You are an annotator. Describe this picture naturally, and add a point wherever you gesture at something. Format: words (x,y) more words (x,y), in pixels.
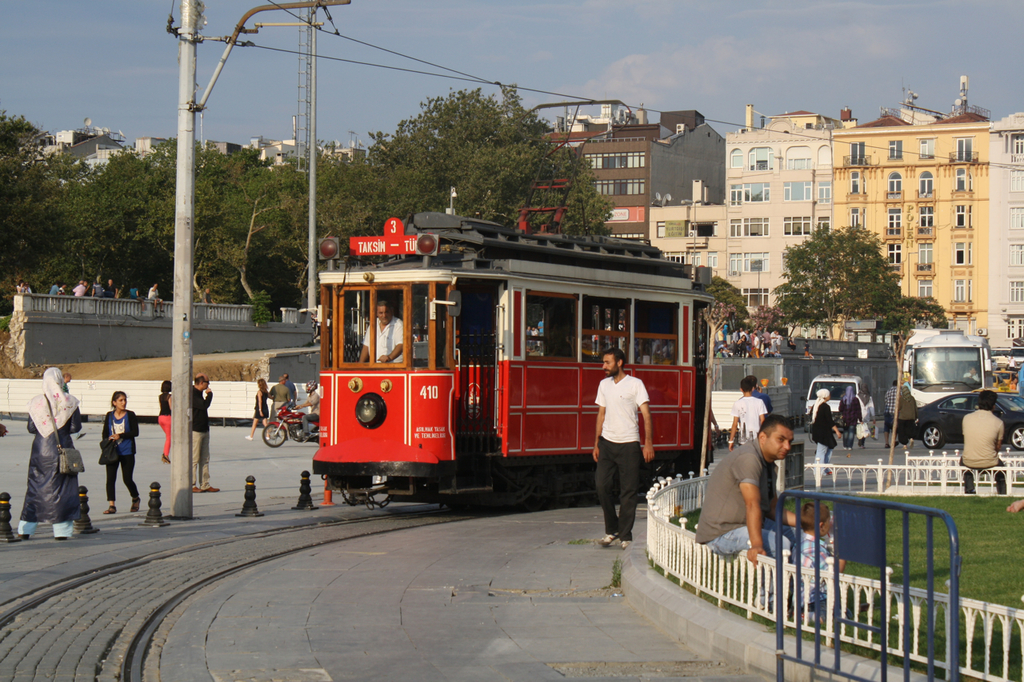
In this image we can see a few people (128,424) walking on the ground (154,459) and a few people (743,502) sitting on the fence (768,560). And there are vehicles (937,383) on the ground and a train (450,376). We can see a person (400,327) inside the train (487,379). And there are buildings (648,199), wall (99,342), trees (301,210), current poles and sky (519,49) in the background (519,50).
